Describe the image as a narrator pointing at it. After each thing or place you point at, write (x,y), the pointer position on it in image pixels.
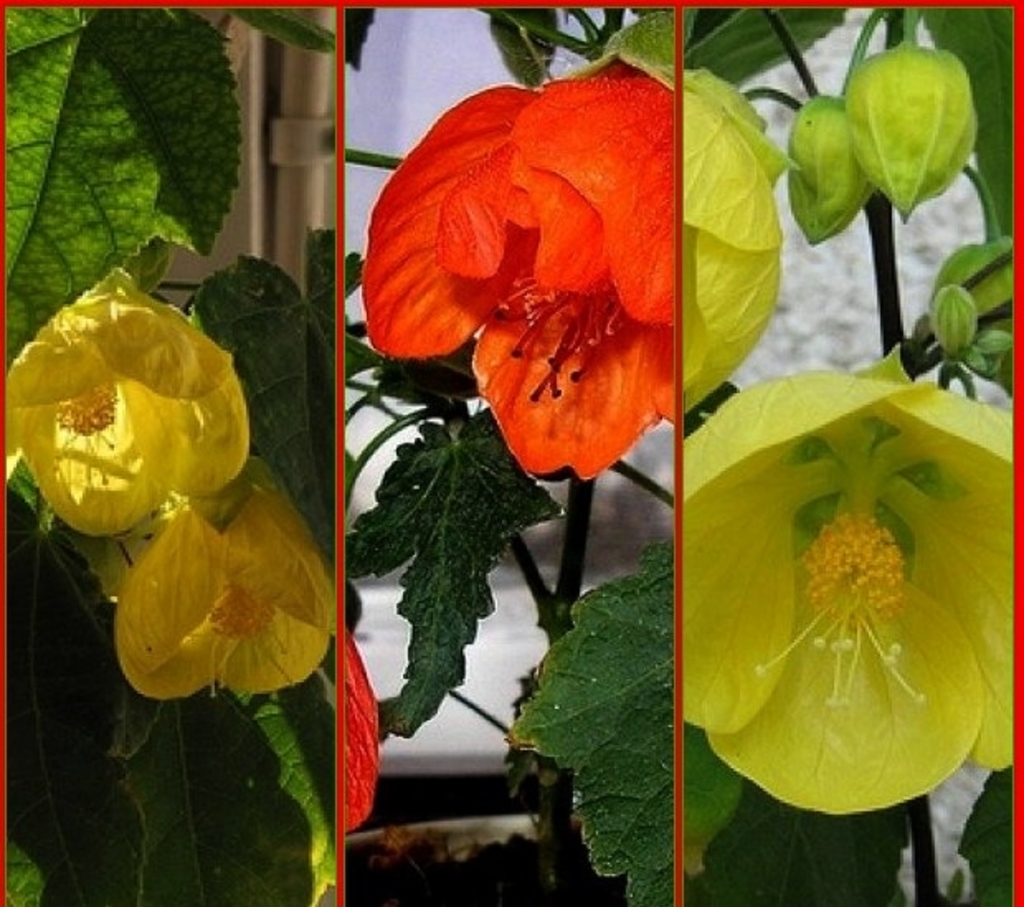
This picture is a collage of three images. I can observe three different colors of flowers (100,385) in these three images. In the first picture I can observe yellow color flowers (172,601) and in the second image I can observe red color flowers (545,244). In the third image I can observe pale yellow color flower (758,444).
